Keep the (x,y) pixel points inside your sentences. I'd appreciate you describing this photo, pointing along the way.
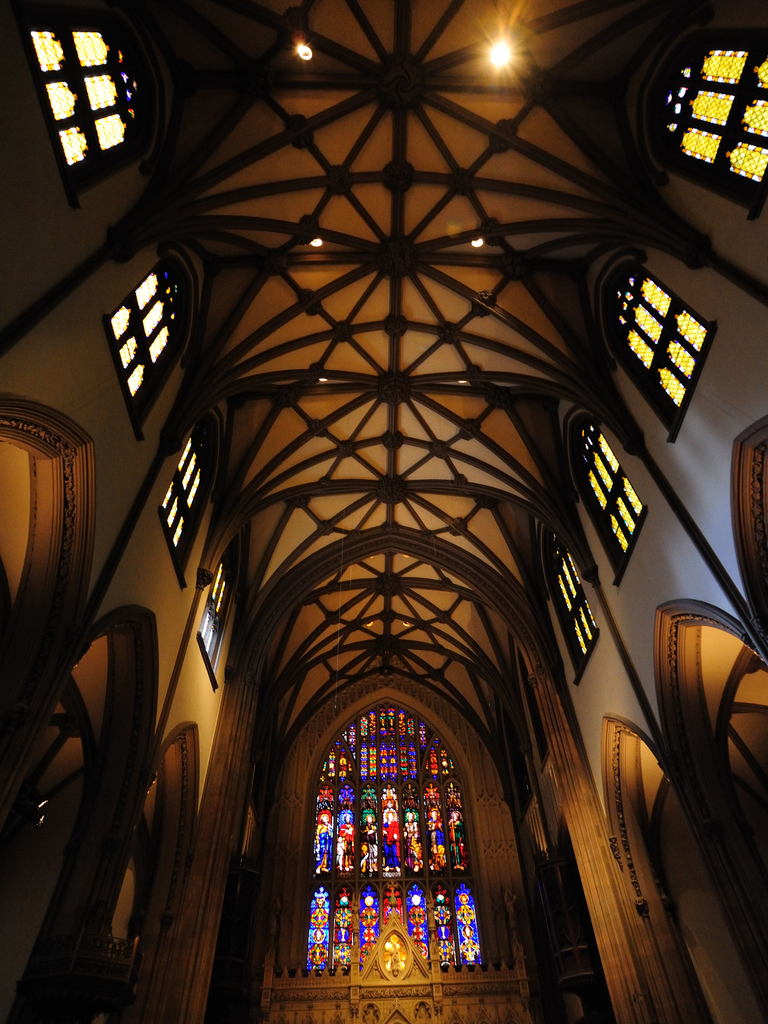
This is inside view of a building (412,257). We can see windows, walls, lights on the ceiling (371,172), designs (340,913) on the glasses (349,936) and other objects (464,494).
